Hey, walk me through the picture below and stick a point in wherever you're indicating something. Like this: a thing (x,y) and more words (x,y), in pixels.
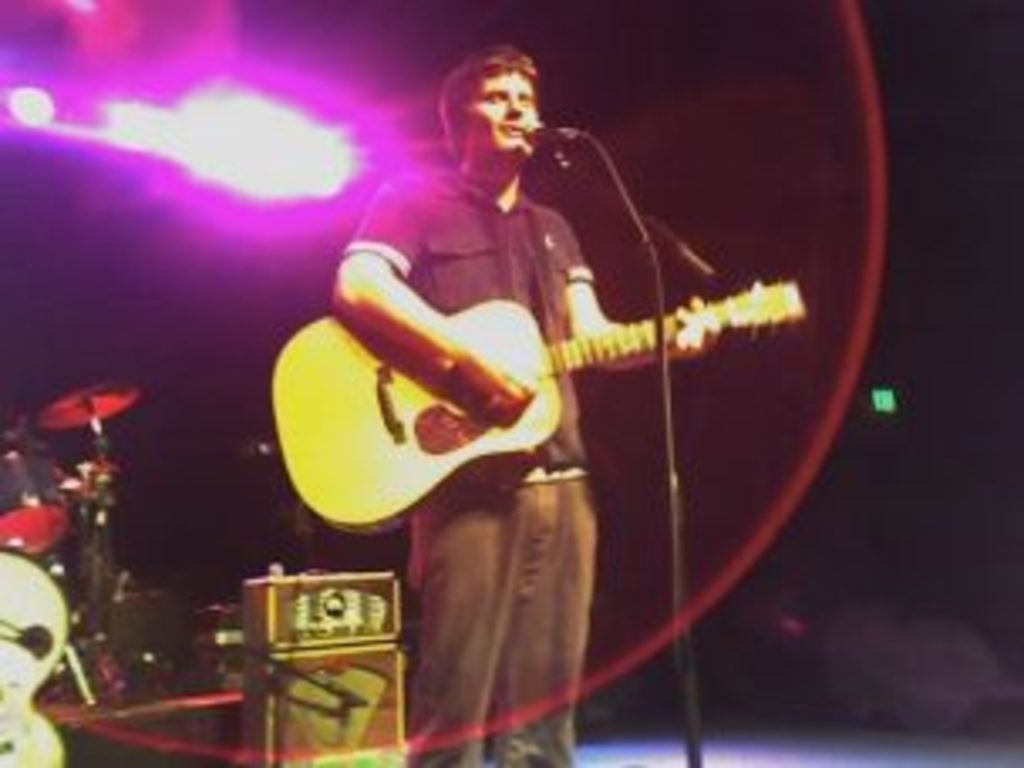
As we can see in the image there is a man (476,111) singing song and holding guitar (544,390) in his hands (480,394). On the left side (60,513) there are drums (29,529).
